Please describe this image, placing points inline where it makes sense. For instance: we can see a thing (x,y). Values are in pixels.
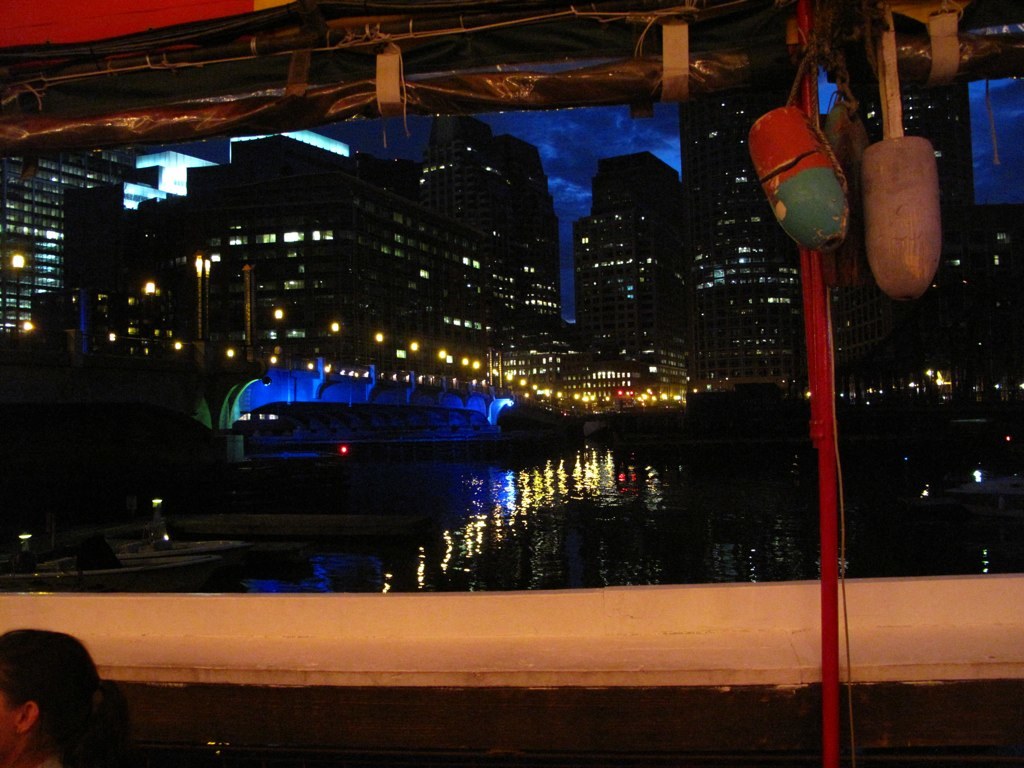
In this picture we can see wall (632,714), pole (830,441) and objects (847,142). In the bottom left side of the image (103,726) we can see person's head (93,722). In the background of the image (253,260) it is dark and we can see boats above the water (511,493), buildings (499,321), lights (549,359) and sky (564,129).
